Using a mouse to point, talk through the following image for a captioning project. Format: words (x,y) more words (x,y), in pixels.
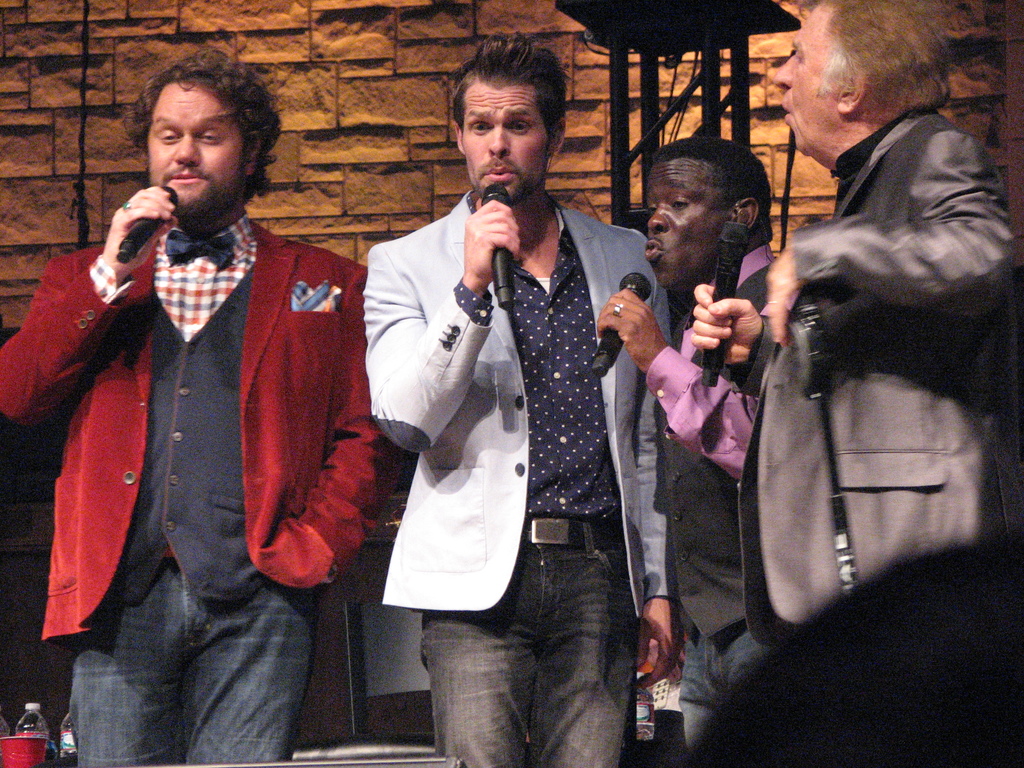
In the picture we can see four men (185,145) are standing, holding the microphones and singing the song and behind them we can see the wall (38,168).
